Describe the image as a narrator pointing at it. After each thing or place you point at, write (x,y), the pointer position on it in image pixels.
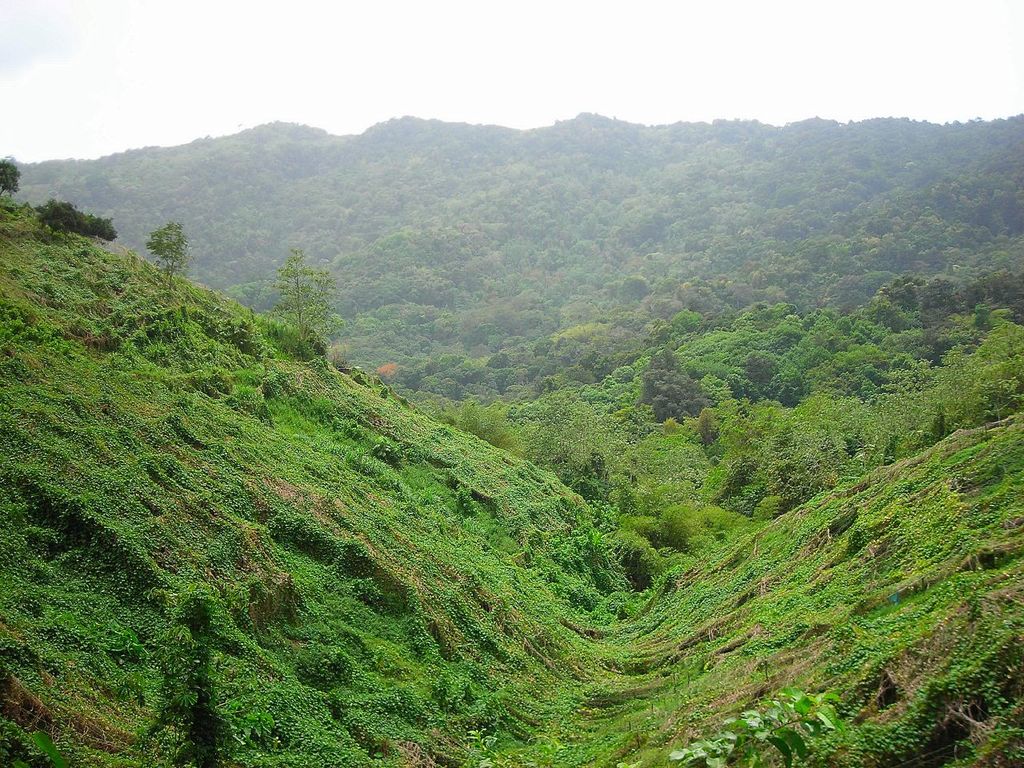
In this image there are few mountains (587,358) covered with trees (545,335) and plants (365,428), sky (810,6).
